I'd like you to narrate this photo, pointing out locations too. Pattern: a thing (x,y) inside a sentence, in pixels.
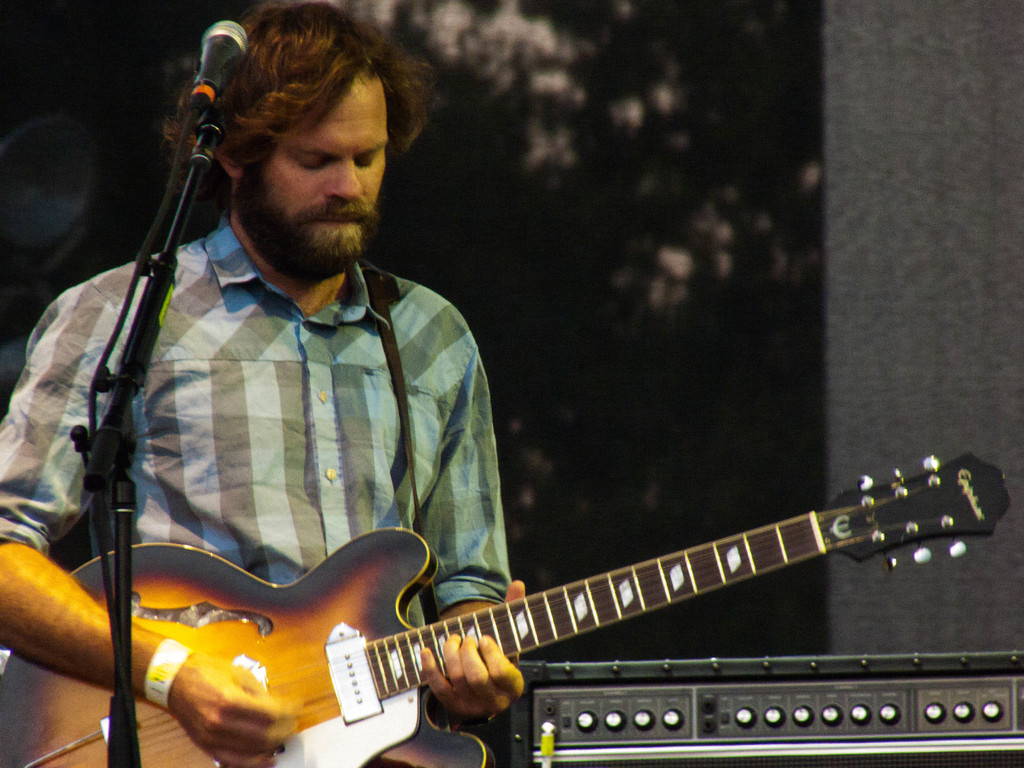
In this picture we can see a man (244,743) who is playing guitar (736,571) and this is mike (211,81).
